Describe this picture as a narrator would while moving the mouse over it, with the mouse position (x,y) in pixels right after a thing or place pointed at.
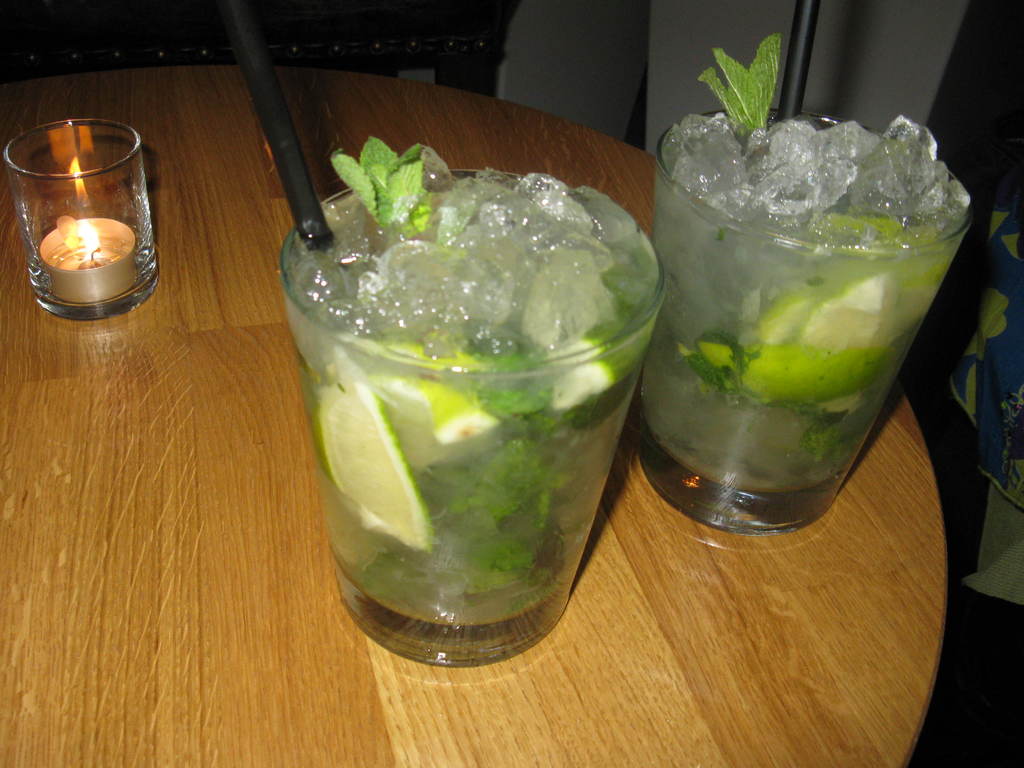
In this image we can see glasses (378,332), straws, candle (75,279), ice cubes (475,313), leaves (377,168), and lemon slices (803,300), all those are on the wooden table (427,725).
